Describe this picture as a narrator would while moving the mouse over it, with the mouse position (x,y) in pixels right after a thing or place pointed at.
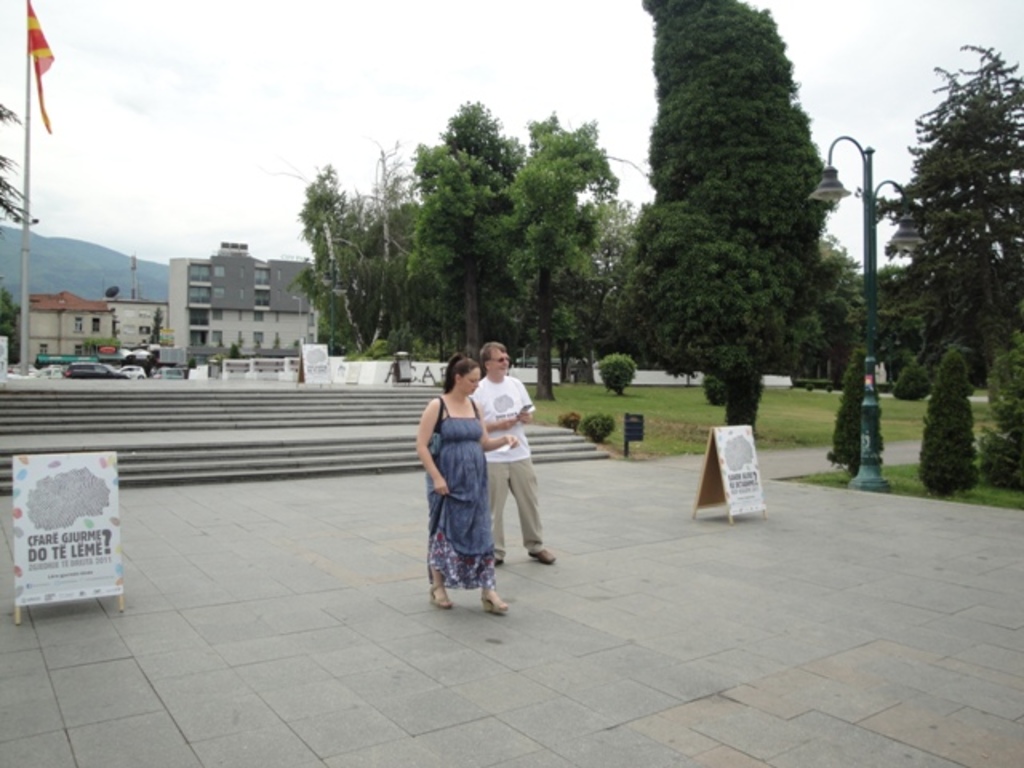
In this picture I can see buildings (195,306), few cars (114,375) and I can see trees (707,193), plants (606,381) and couple of boards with some text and I can see a flag (47,127), pole lights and I can see hill (65,265) and a cloudy sky (532,101) and couple of humans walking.
